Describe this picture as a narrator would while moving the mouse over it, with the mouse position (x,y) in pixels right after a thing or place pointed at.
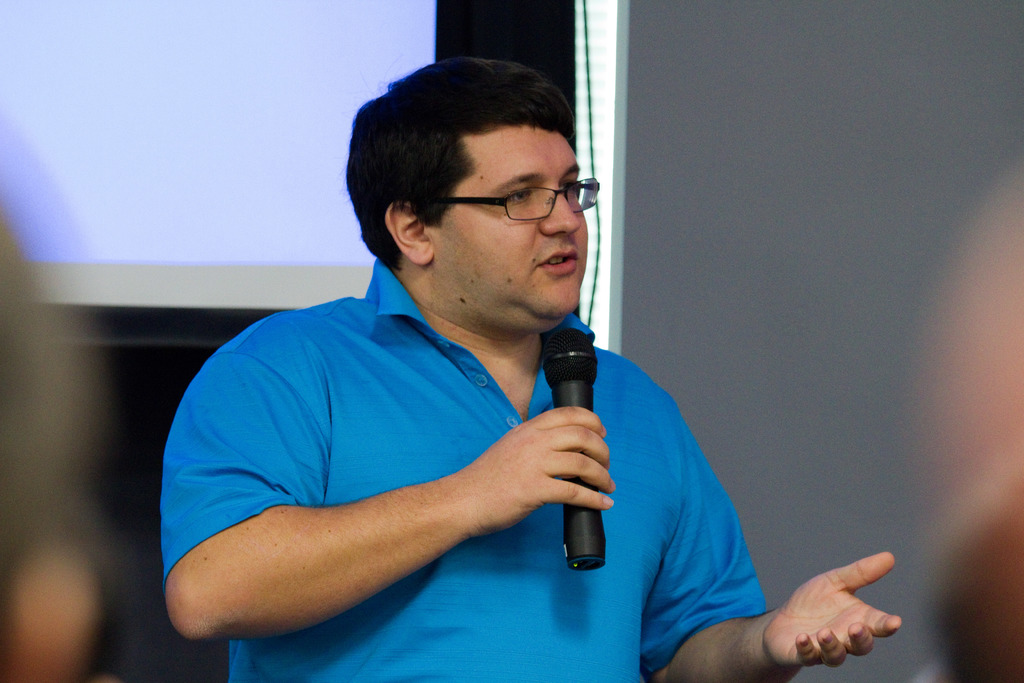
In this picture I can see a man (459,303) in front (270,352) and I see that he is wearing a blue color t-shirt (407,434). I can also see that, he is holding a mic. Behind him I can see the wall (740,301) and a thing (238,145) which looks like projector screen (366,11).
